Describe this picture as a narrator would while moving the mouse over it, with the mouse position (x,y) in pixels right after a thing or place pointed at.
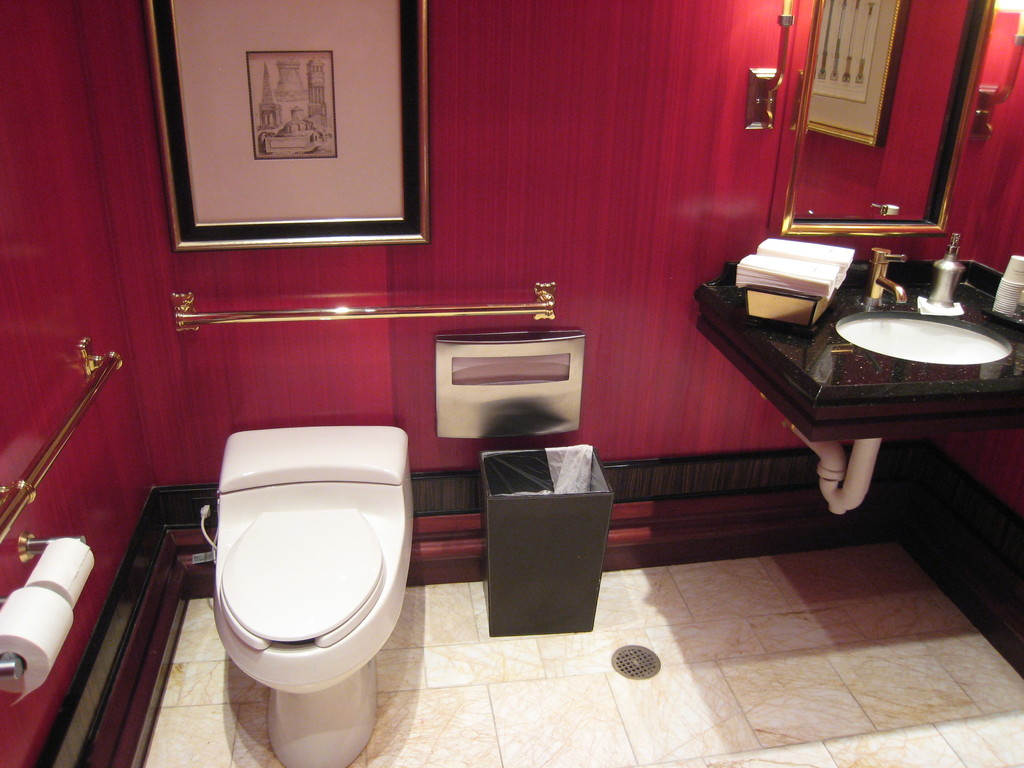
In this picture I can see there is a washroom (539,467), there is a toilet seat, a wash basin (884,328), tissue roll (48,665), there is a mirror (947,52), a photo frame (298,19) on the wall (515,181). The wall (515,181) is red in color.
